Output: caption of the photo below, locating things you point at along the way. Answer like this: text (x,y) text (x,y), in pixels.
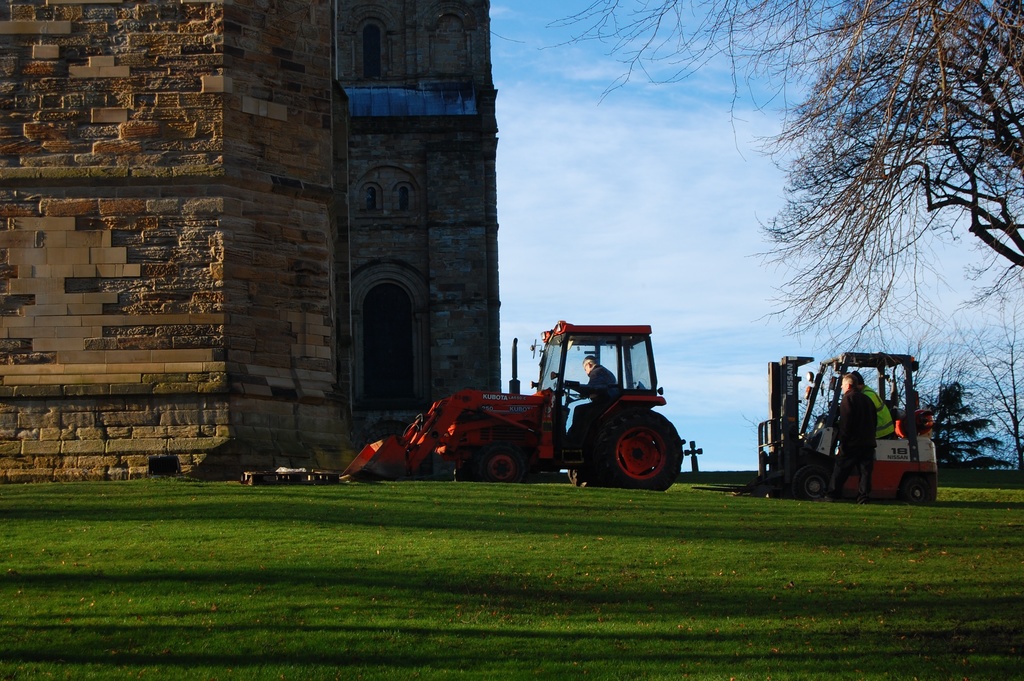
This image consists of a vehicles (810,466) and people (846,415) on a grass (386,558), behind there is a building (419,331) and a tree (948,92).
